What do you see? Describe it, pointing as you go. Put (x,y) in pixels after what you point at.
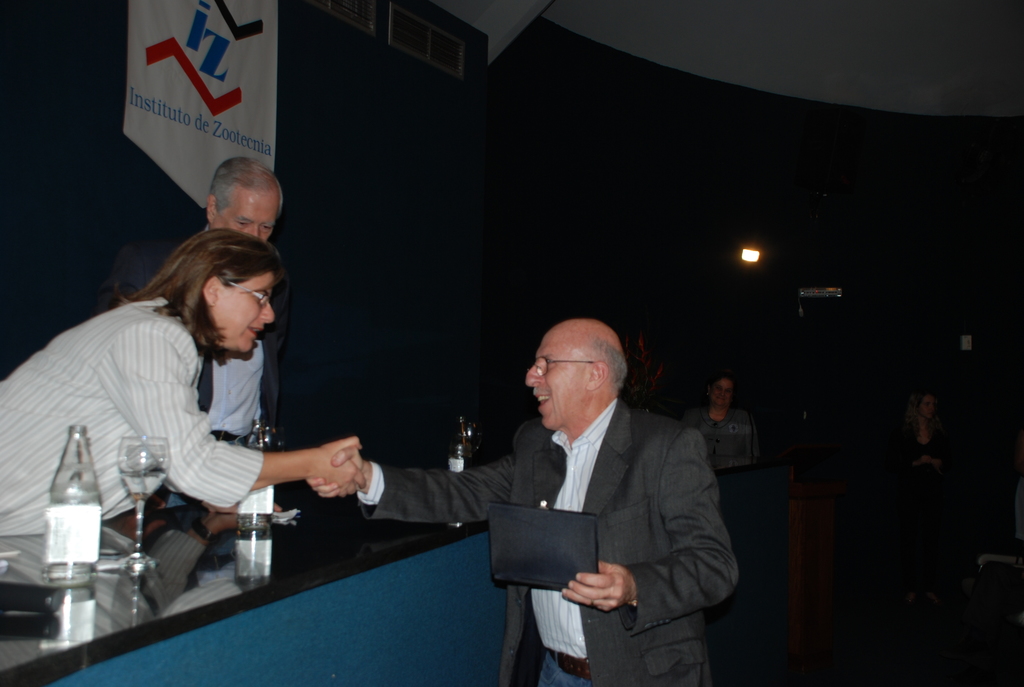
In this image there are group of people (145,269), two people (634,578) are standing and talking and holding their hands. At the back (804,477) there is a podium (803,491). There are bottles (93,528) and glasses (144,535) on the table (169,578), at the back (207,125) there is a banner (207,125), at the top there is a light (750,251).
